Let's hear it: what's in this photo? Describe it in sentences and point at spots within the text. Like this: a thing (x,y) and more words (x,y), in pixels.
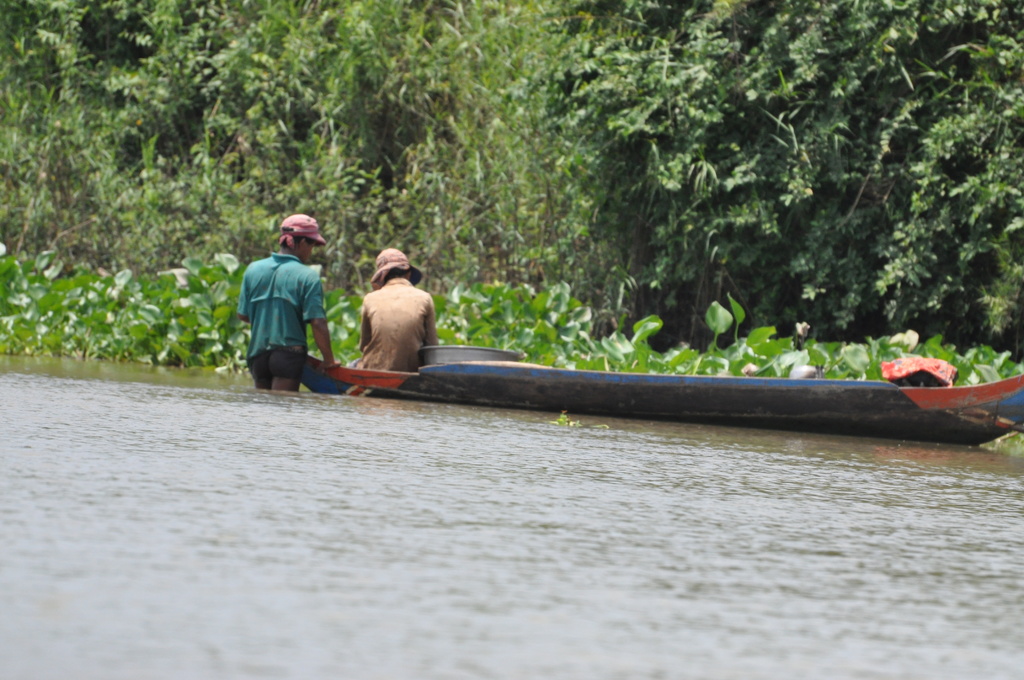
In this image a man (274,313) wearing a blue shirt (267,288) is in water (298,393). He is holding a boat (377,395). A person (394,368) is sitting on the boat (399,384). Beside him there is a vessel (428,347) on the boat (450,364). Background (18,317) there are few plants (556,288) and trees (7,34).
